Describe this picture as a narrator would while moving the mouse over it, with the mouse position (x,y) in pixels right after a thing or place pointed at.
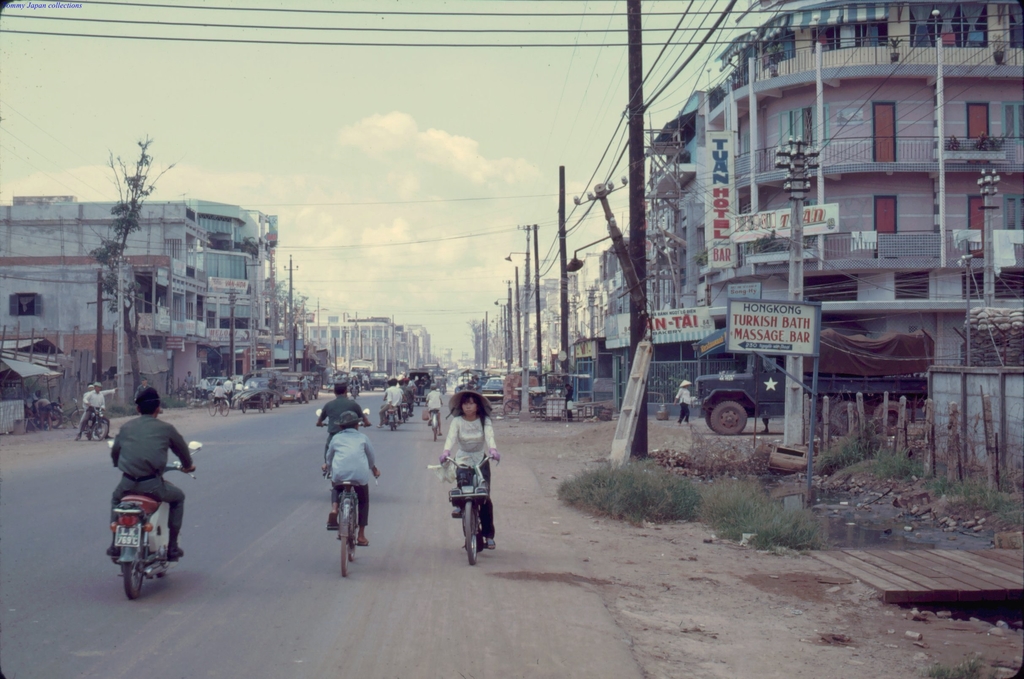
In this image I can see the road (211,510). On the road (189,498) there are few people (336,443) riding motorbikes (163,532) and bicycles (350,500). To the side of the road (271,450) I can see few more people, poles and the buildings (583,340). There are many boards (743,305) attached to the poles (638,292) and buildings (602,288). In the background (346,252) I can see the clouds (407,167) and the sky (203,134).
